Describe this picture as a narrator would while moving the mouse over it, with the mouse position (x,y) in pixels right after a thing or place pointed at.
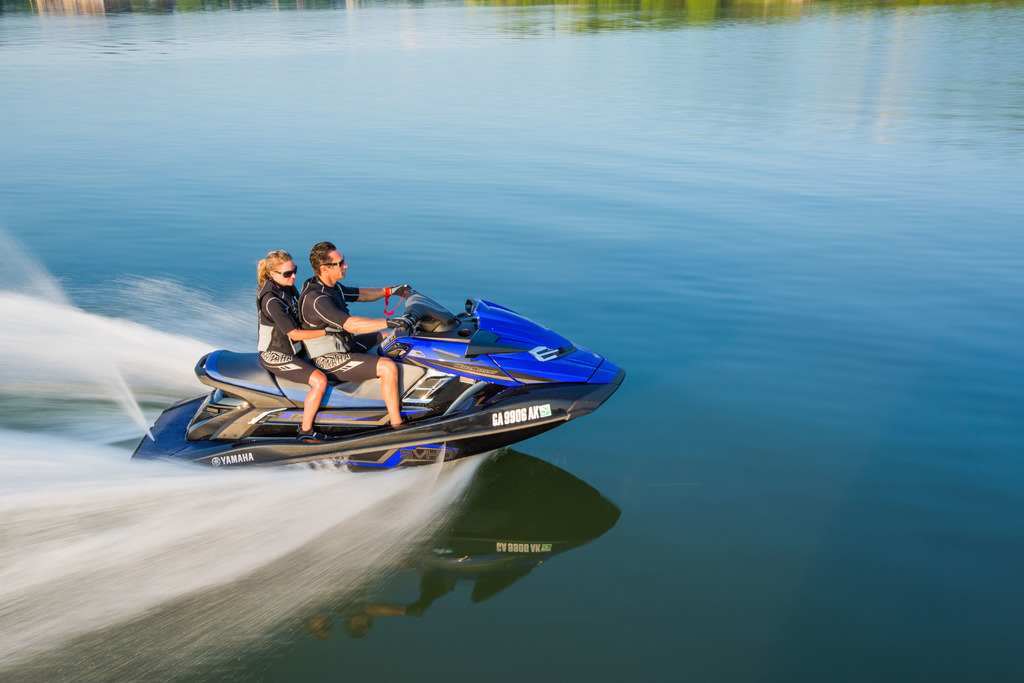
In this image there are two persons (307,325) riding a jet ski (509,338) on a river (230,307).
